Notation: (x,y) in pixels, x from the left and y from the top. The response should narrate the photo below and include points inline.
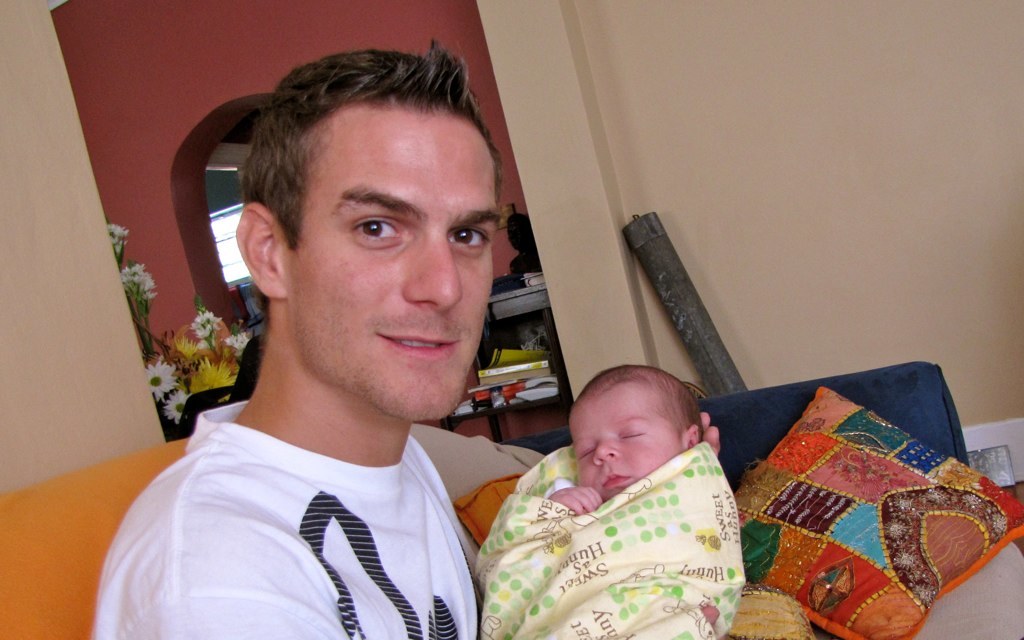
This image consists of a man (275,410) holding a kid (637,525). He is wearing a white T-shirt (257,556). On the right (877,554), we can see a pillow (841,502). In the background (148,216), there is a wall (87,270) along with a mirror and flowers (206,367). Behind him, there is a rack (546,398) in which there are books (552,386).
